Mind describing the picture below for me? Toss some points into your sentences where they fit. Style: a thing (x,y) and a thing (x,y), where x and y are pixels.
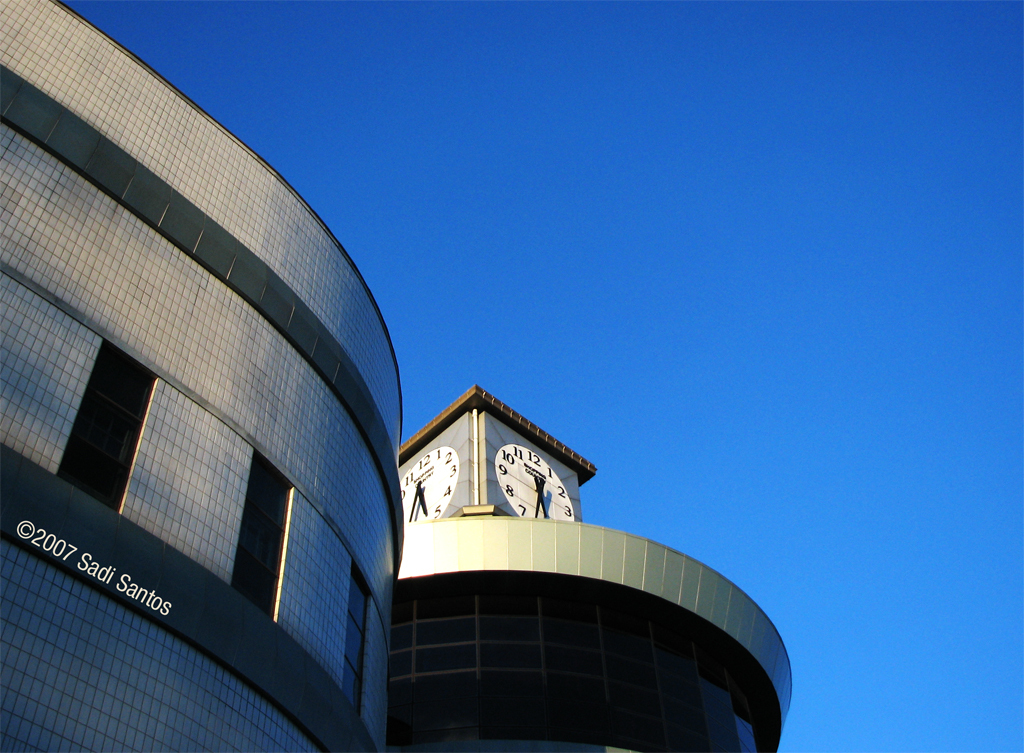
There are buildings (257,588) with windows (529,665). On the building (90,593) something is written. On the top of the building (489,497) there are clocks (531,497). In the background (736,229) there is sky (852,596).
